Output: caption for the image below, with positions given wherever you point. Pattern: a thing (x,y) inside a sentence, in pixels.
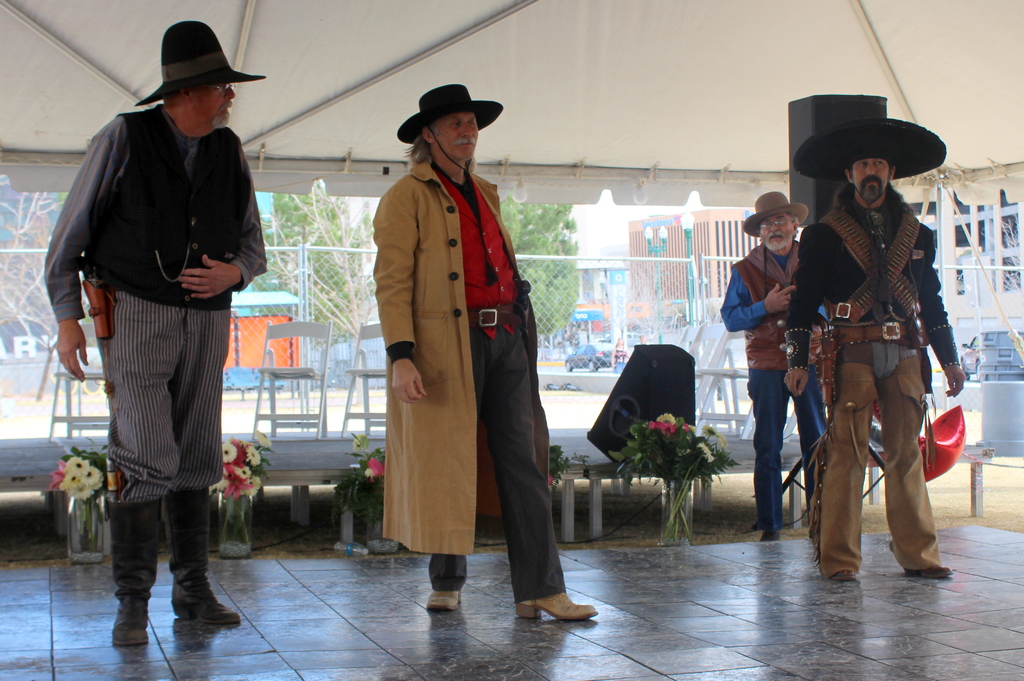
In the foreground (387,455) I can see four persons (450,512) are standing on the floor (614,653) are wearing hats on their head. In the background (687,487) I can see houseplants (667,429), speaker (656,413), chairs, tent (606,182), trees (366,303), buildings (680,253), fence (336,294), vehicles (582,355) on the road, metal rods (304,270) and the sky (621,219). This image is taken may be during a day.
